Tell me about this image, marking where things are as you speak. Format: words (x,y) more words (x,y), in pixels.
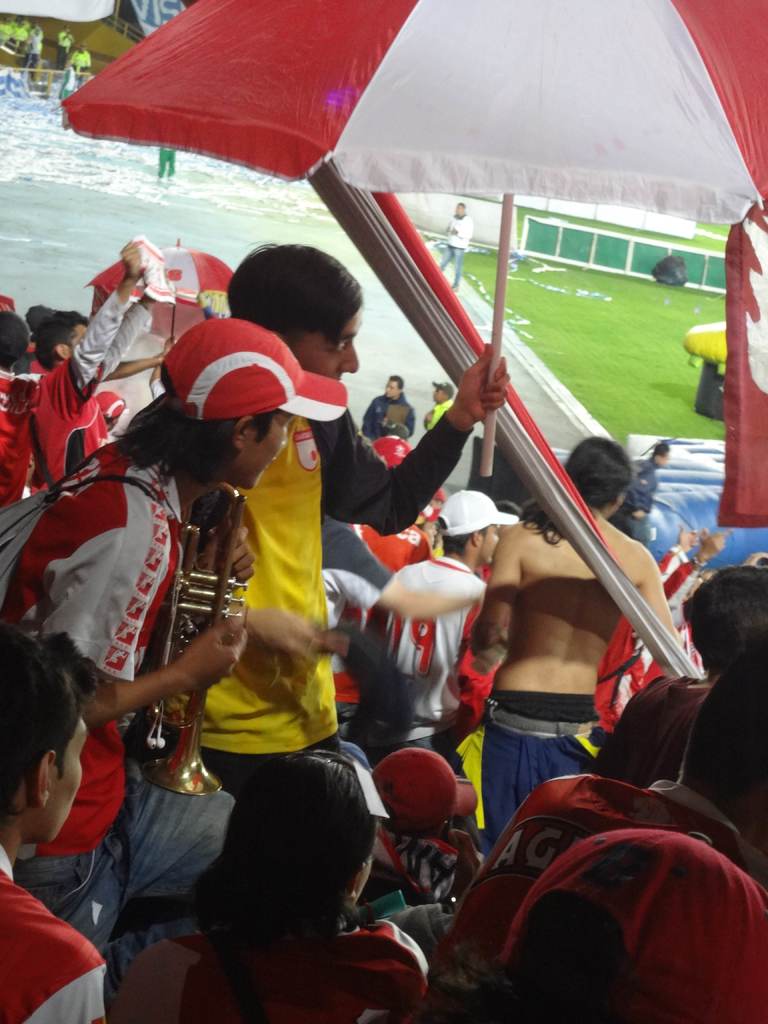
In this picture there are people (267,353) in the center of the image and there is paper (207,170) in the top left side of the image (194,163), there is grassland (668,417) on the right side of the image (621,306) and there is an umbrella (560,22) at the top side of the image (399,93).
